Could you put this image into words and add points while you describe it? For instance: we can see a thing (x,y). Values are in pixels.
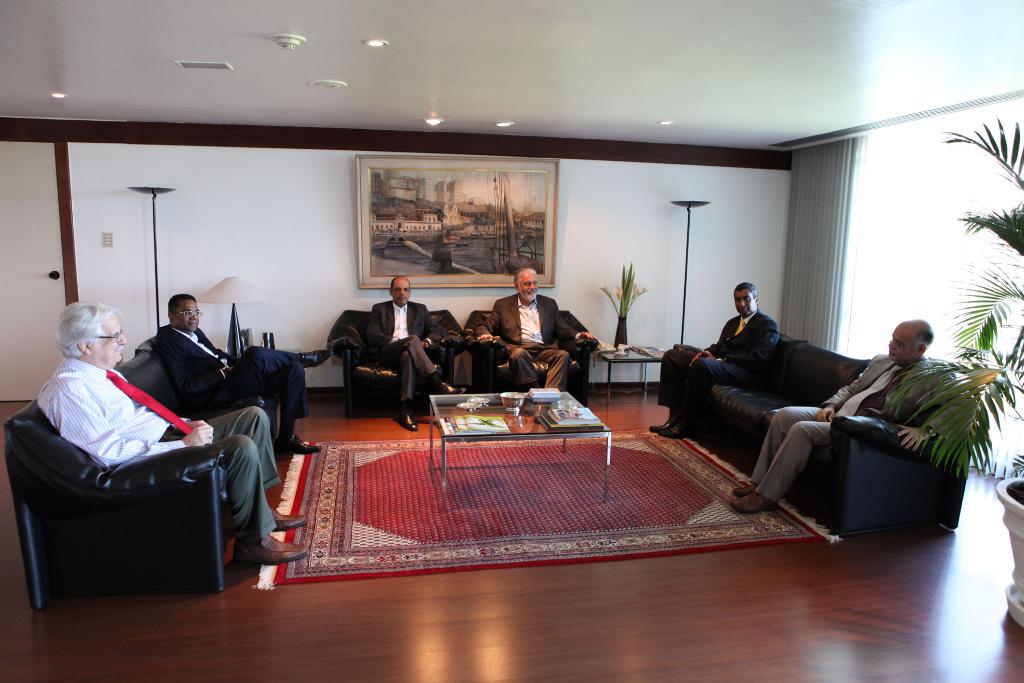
This picture we can see some people (255,450) are sitting and talking with each other in between them there is a table (526,438) on table (538,434) there are some books (490,419) and some bowls (513,414) are being placed back side we can see the wall (424,299) on the wall (569,271) there is a photo frame (492,247) in the right corner of the picture (1011,233) we can see the potted plant (1002,361).
